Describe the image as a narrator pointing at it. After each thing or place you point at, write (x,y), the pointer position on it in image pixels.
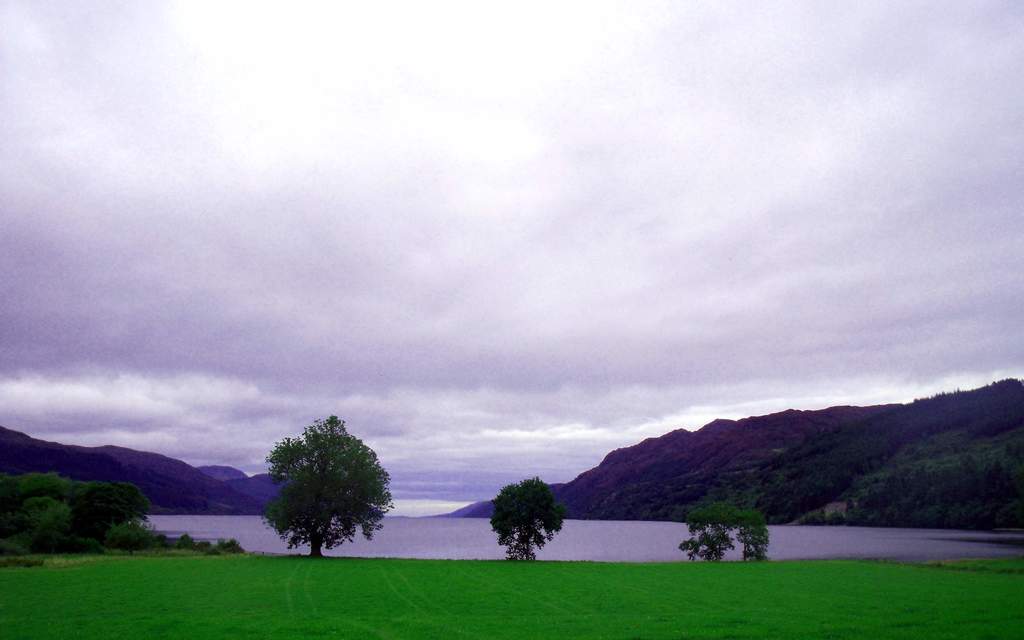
In this picture I can observe some grass (467,602) and trees (118,531) on the ground (413,563). I can observe a river (388,520) in the bottom of the picture (408,536). On either sides of the picture there are hills (63,466). In the background (406,316) I can observe some clouds (428,189) in the sky (482,170).
